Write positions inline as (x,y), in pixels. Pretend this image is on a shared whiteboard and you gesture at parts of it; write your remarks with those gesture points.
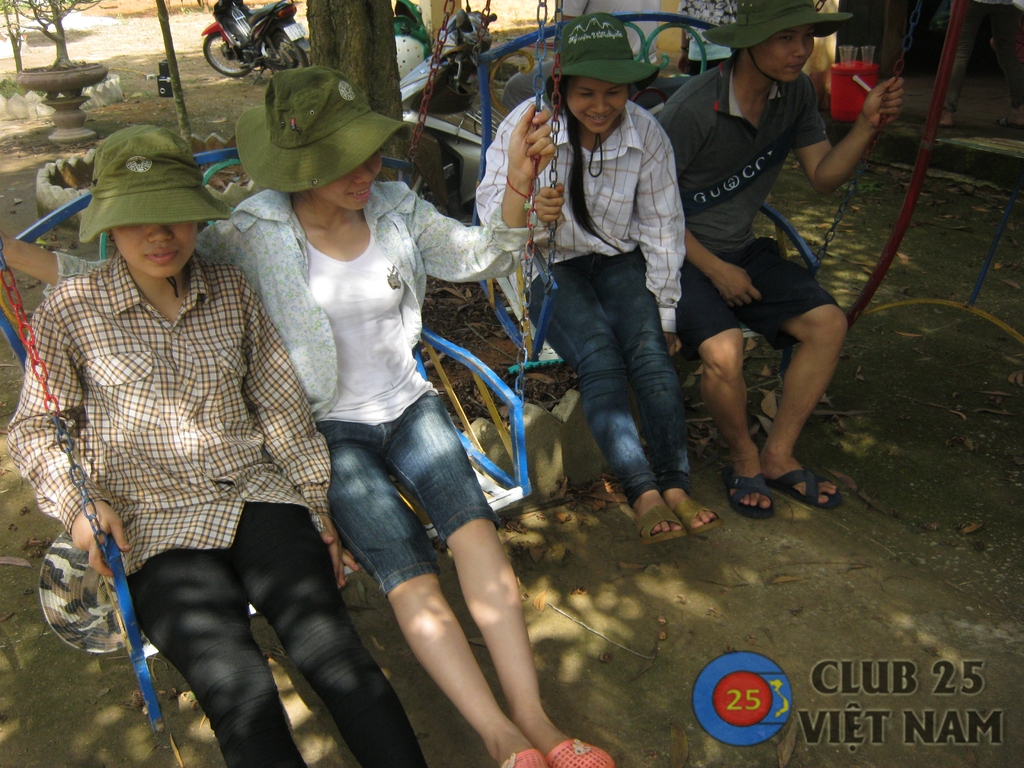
In this image we can see people (409,261) sitting on swings (116,573). In the background of the image (279,61) there are vehicles (206,32). To the right side of the image (837,104) there is a red color bucket (845,115) on which there are glasses (866,58). At the bottom of the image (62,672) there is ground (75,671). There is some text (823,669).
